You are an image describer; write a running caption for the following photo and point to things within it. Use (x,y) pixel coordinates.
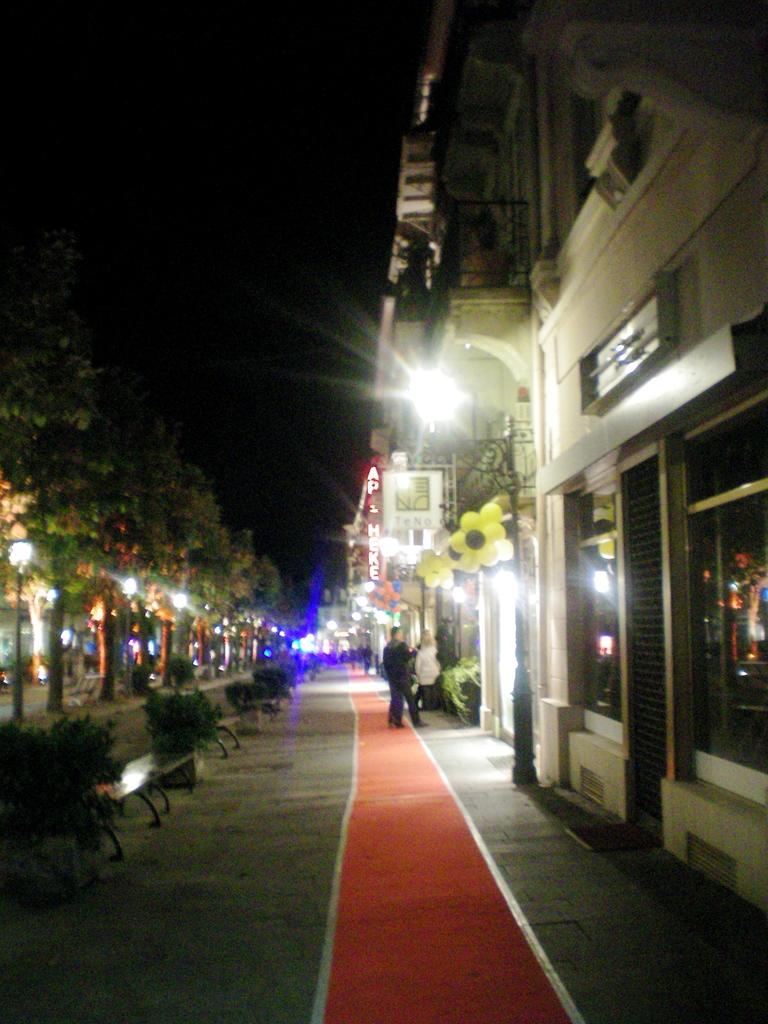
In this image, I can see two persons (395,697) standing on the pathway (425,818). On the left side of the image (65,789), there are trees (89,589), light poles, branches (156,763) and bushes (68,781). On the right side of the image (676,650), I can see the buildings (679,650), name boards (407,520) and balloons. The background (325,646) is dark.
